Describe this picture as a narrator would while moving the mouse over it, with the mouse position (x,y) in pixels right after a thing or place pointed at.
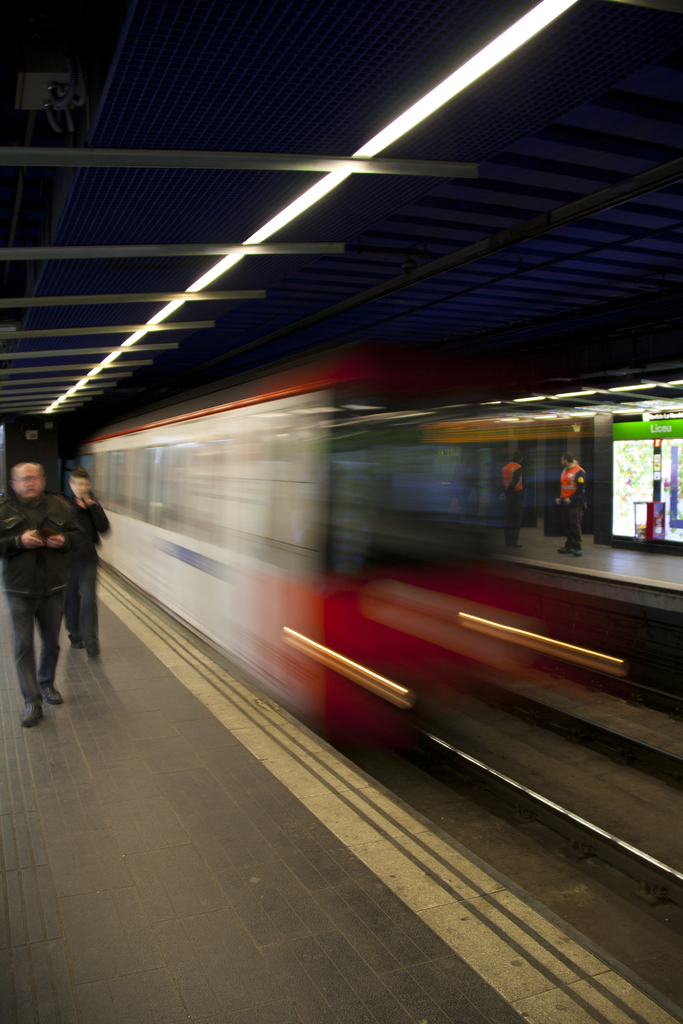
In this image there are a few people (62,585) walking and standing on the platform (134,715), in the middle of the platform (171,745), there is a train (374,617) passing on the track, at the top of the image (380,292) there is a rooftop (286,253) with lights (281,228).
